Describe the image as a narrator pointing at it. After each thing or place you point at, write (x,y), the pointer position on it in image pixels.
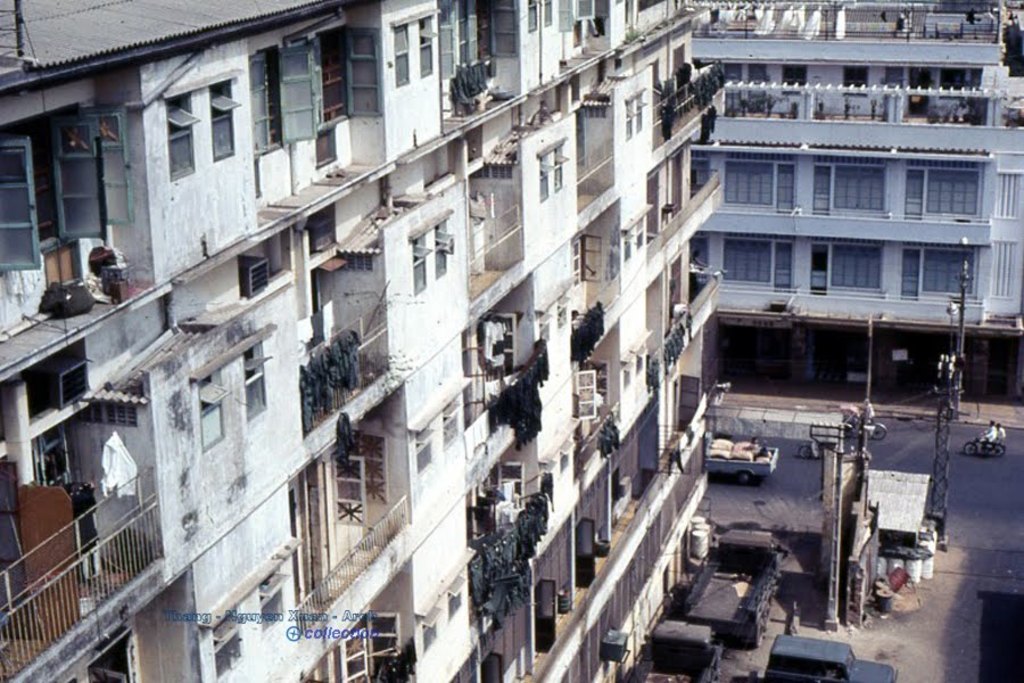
In the picture we can see a building (571,408) with railings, windows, and near to the building (25,591) we can see a truck (745,549) on the path (793,571) and some persons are riding motorcycle (993,450) on the road (990,485) and beside we can see another building (768,175) with windows (974,268).
